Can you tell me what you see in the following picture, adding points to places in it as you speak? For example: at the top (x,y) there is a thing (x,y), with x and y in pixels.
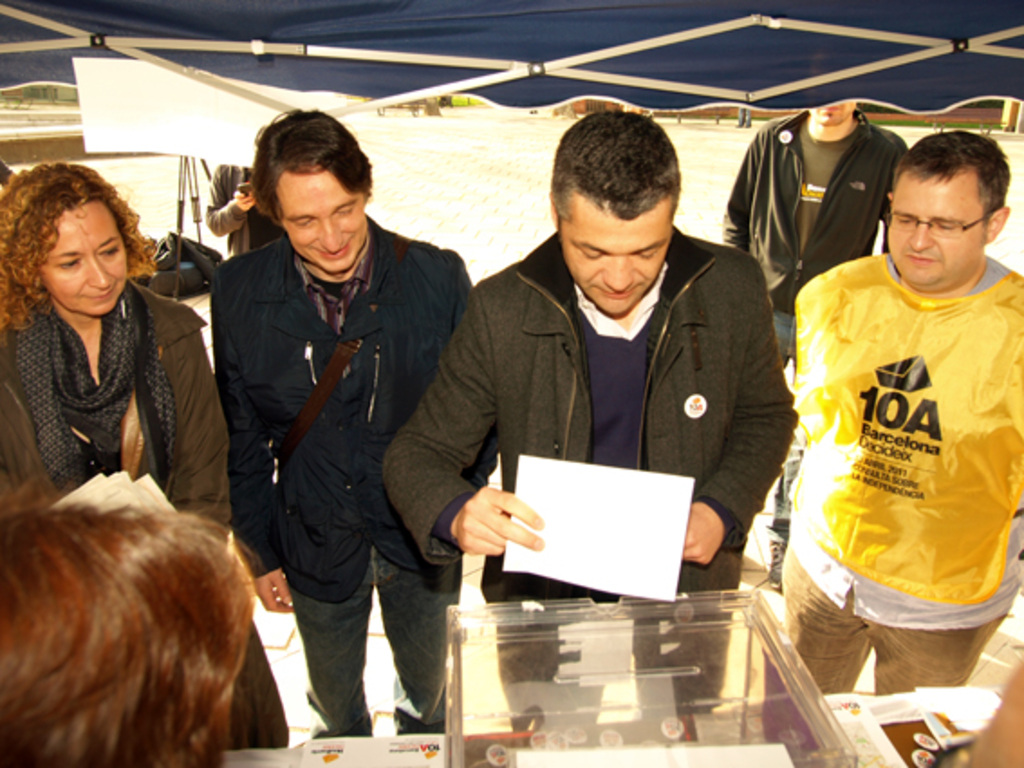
In this image I can see some objects (699,726) on the table (635,741). I can see some people (585,377). At the top (603,90) I can see the tent (465,56).
